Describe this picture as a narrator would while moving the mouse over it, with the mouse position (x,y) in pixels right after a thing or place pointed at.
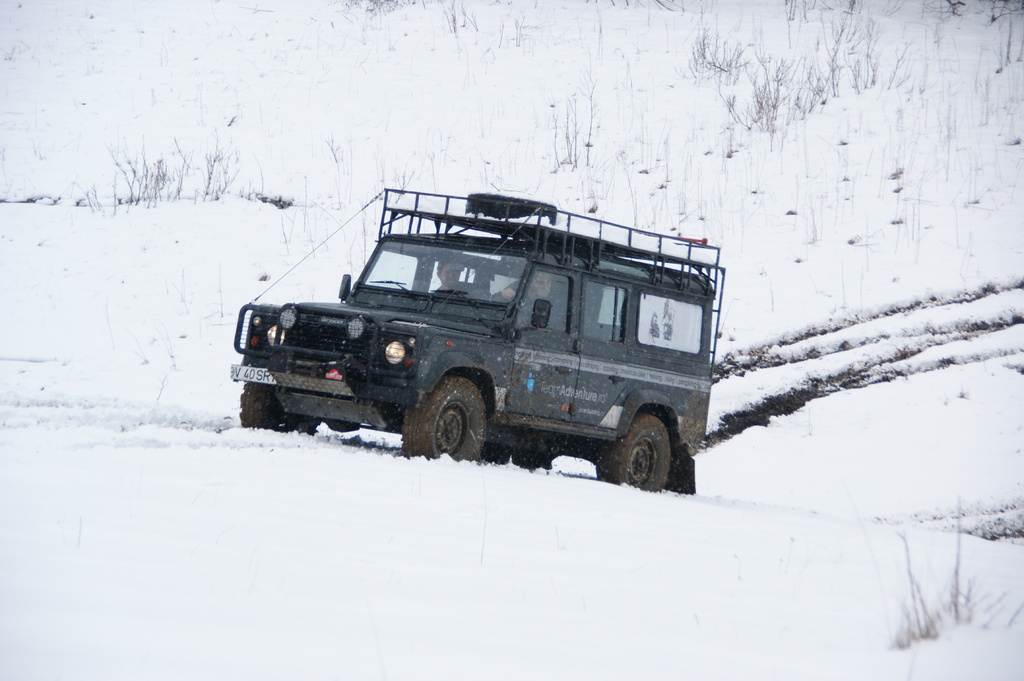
In the foreground of this image (451,394), there is a jeep (488,441) on the snow (549,558). In the background (766,77), there are plants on the snow (326,95).
